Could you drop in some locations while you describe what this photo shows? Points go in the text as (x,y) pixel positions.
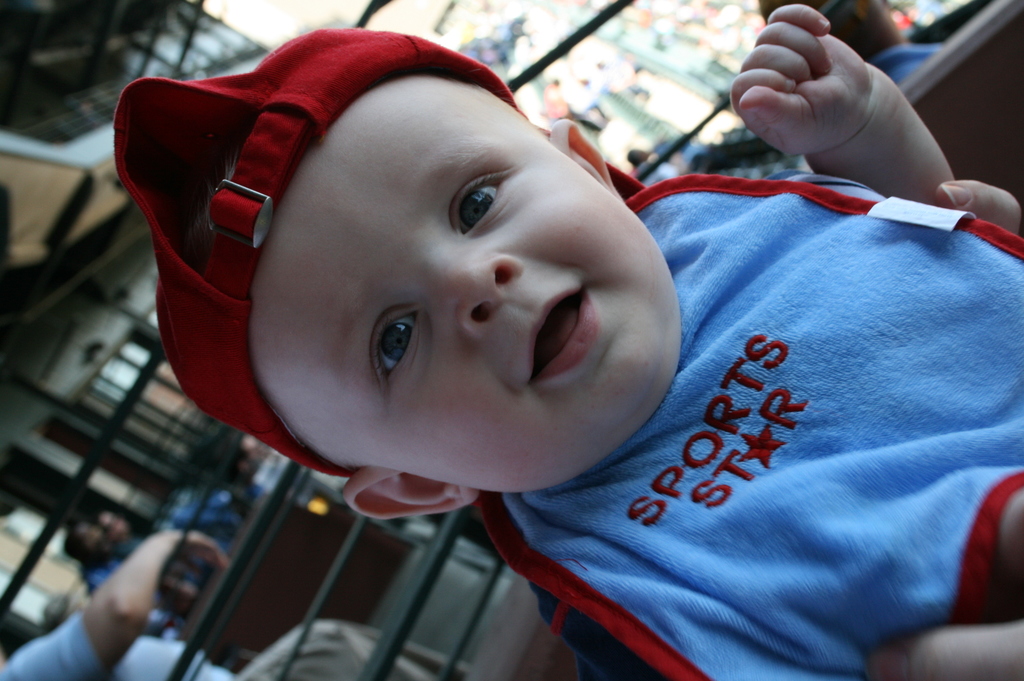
In this Image I can see a baby (502,448) and I can see this baby (286,290) is wearing a red colour cap (281,178). I can also see something is written over here and in the background (248,453) I can see few more people (179,544). I can also see this image is little bit blurry from background (60,641).
